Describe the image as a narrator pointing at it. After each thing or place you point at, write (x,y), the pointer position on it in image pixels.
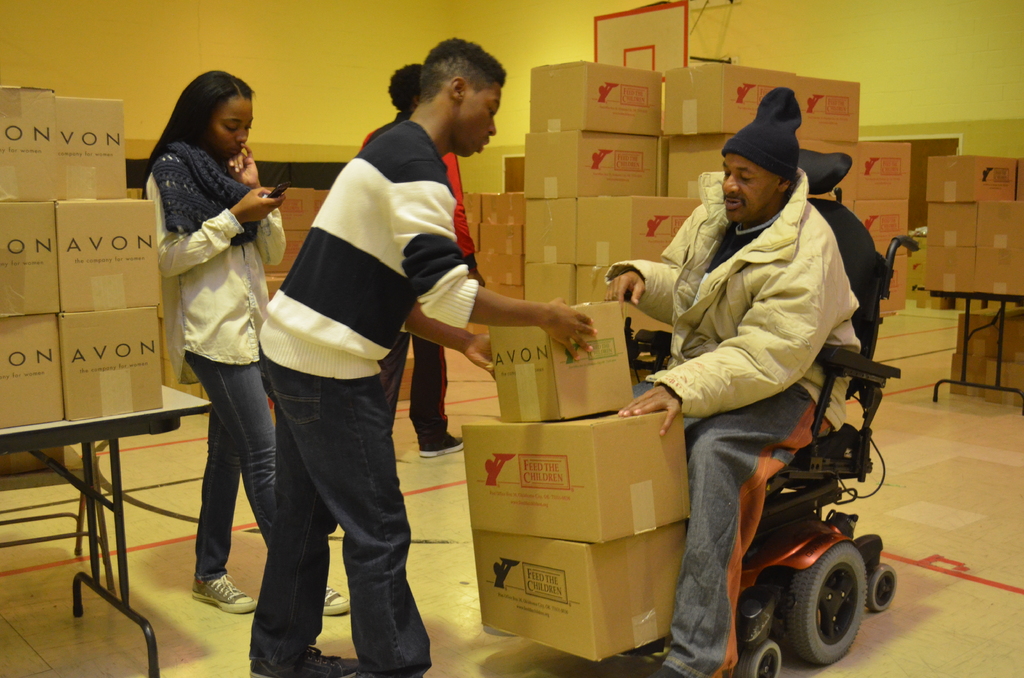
In this image we can see some group of persons (441,357) standing and a person (723,353) sitting on the wheelchair (775,540) carrying some cardboard boxes (588,484) and in the background of the image (683,123) there are some cardboard boxes (554,229) which are arranged and there is a wall (984,148).
